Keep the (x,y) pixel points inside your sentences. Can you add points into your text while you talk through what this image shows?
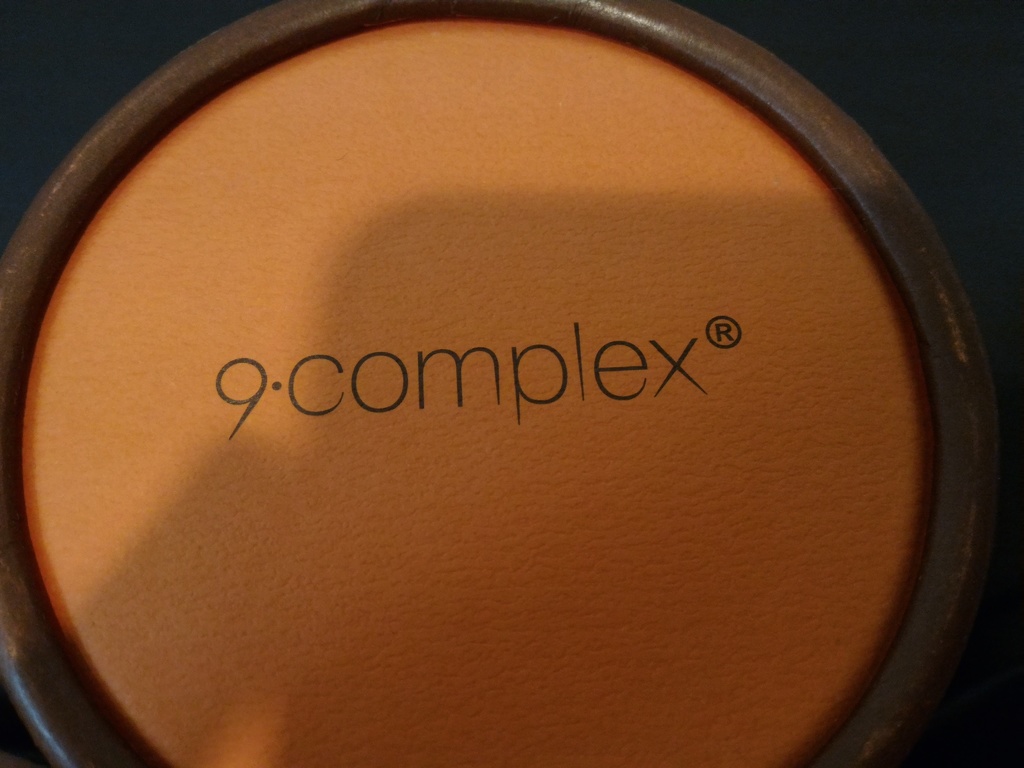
This is a powder (473,479) in the container (878,206).
